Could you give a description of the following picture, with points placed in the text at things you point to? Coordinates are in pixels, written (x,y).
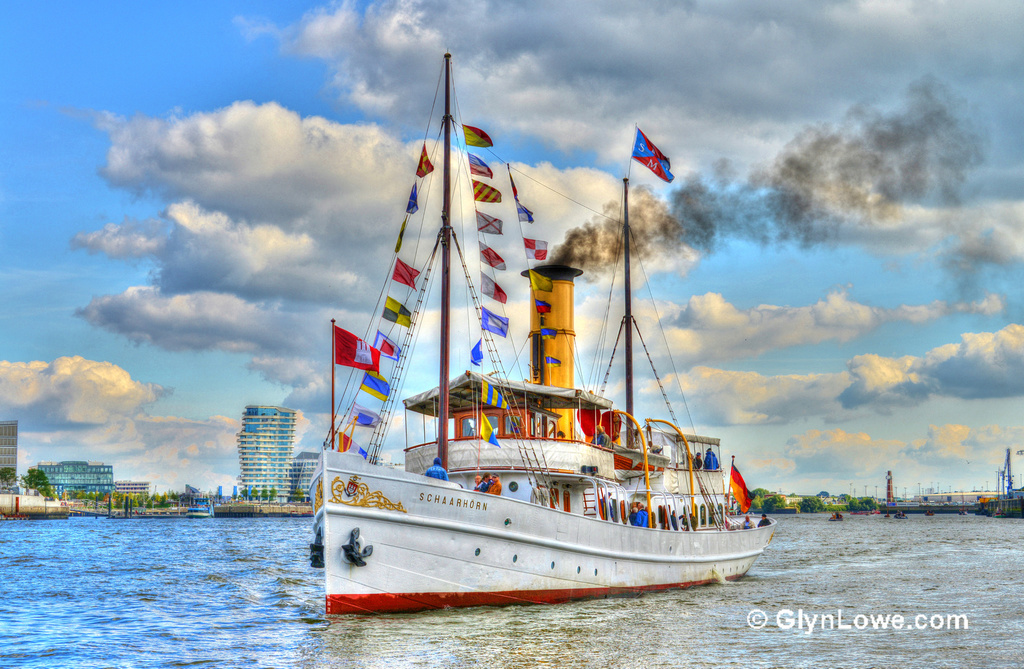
It is an edited image there is a ship (588,491) sailing on the water (250,523) and behind the ship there are some buildings (240,449) and trees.
